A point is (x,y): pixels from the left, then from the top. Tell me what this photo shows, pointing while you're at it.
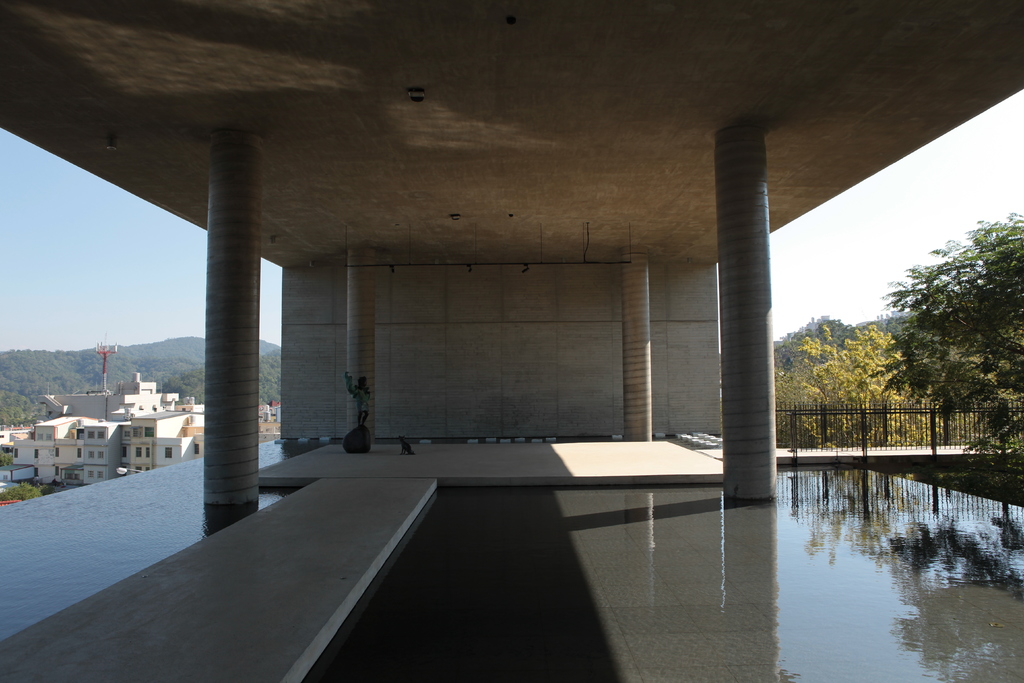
In the foreground of this image (593,555), there is the floor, pillars (642,383) and the inside roof (680,89). On the right (811,438), there is a railing (896,438), trees (924,326) and the sky (879,267). On the left (136,459), there are buildings (74,430), mountains (172,355) and the sky (110,293).
